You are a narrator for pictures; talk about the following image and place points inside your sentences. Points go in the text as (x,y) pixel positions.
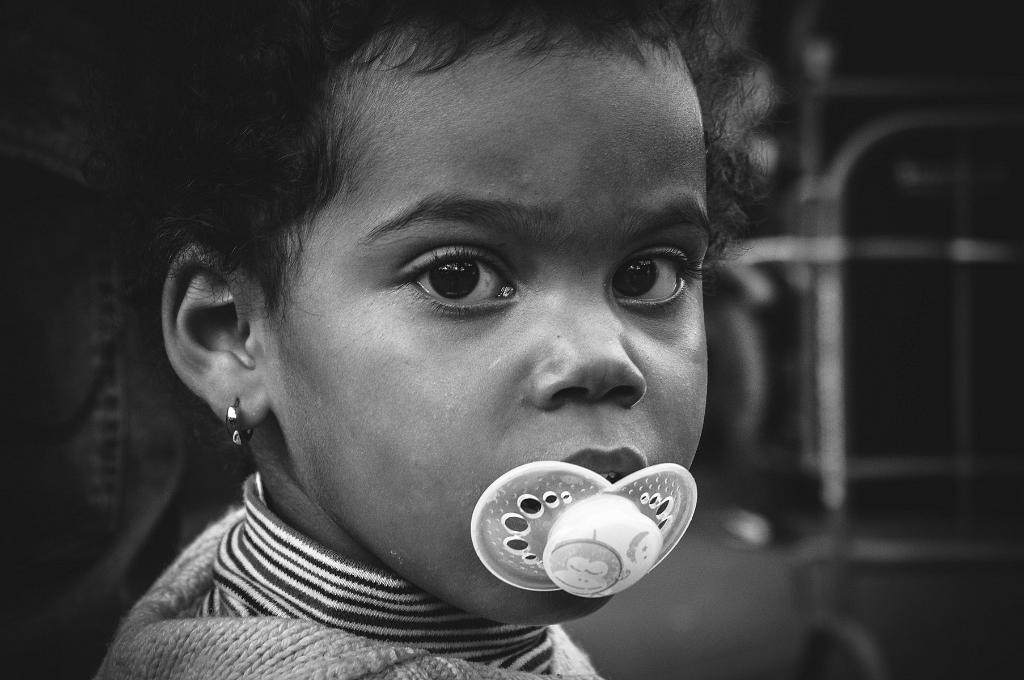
In this picture we can see a kid (431,476) here, we can see a nipple (559,575) here, this is a black and white picture.
